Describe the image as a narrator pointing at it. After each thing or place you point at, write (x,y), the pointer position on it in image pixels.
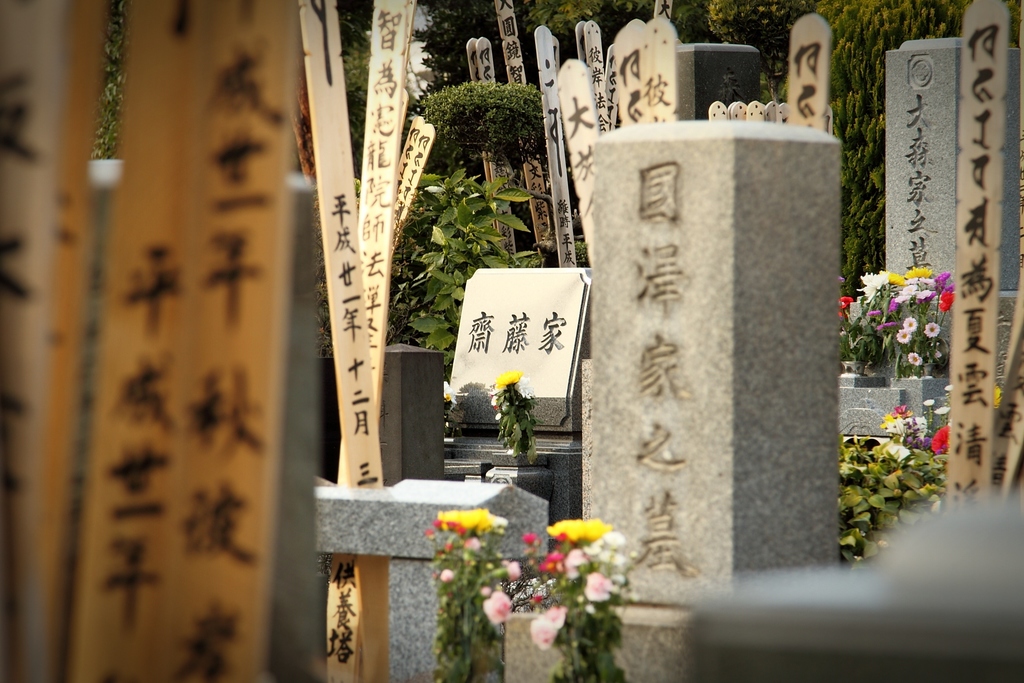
In this image I can see few cemetery (416,527) and I can also see few flowers (447,560) in multi color. Background (478,90) I can see few trees (514,116) in green color.
